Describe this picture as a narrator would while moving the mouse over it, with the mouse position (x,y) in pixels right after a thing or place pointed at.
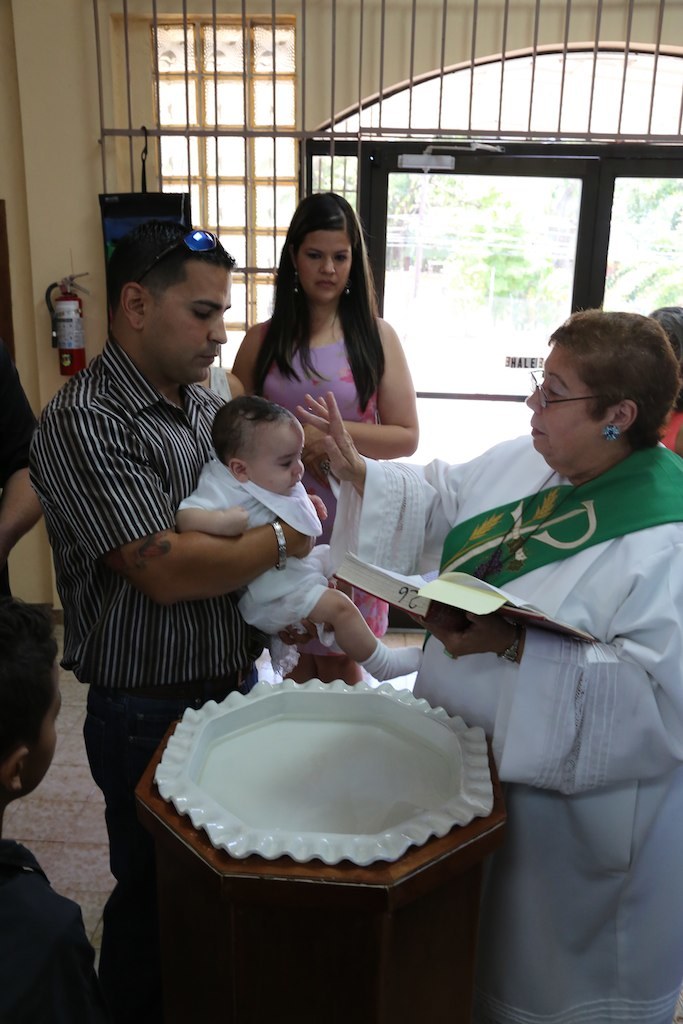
In this image, we can see a persons (149,442) holding a baby (258,591) with his hands (287,558). There is a person (643,505) on the right side of the image (574,505) holding a book (510,613). There is a bowl (355,727) at the bottom of the image (347,799). There is a person (325,479) in the middle of the image (318,350) standing in front of the door (409,329).
